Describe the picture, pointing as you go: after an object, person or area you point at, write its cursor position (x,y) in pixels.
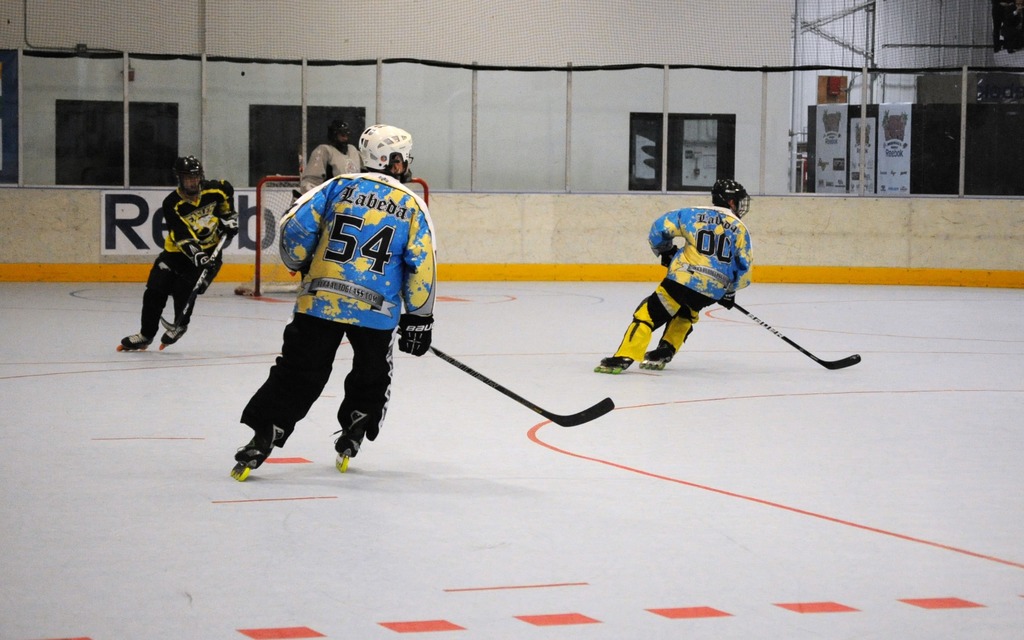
In this image I see 4 persons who are wearing jerseys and I see that these 3 (374,195) are holding sticks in their hands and I see all of them are wearing helmets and I see the white floor (261,612) on which there are red color lines (270,635). In the background (48,237) I see the fencing (573,175) and the wall (769,170) over here and I see few alphabets (123,220) over here.
